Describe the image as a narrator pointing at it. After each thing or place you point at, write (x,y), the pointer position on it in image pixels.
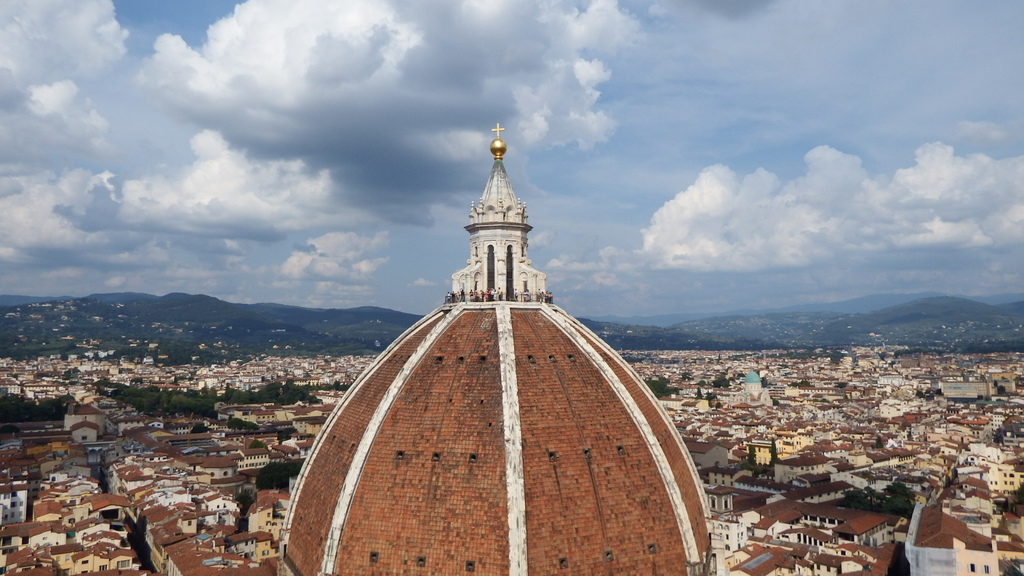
In this image I can see the top of the building (510,426) and few persons (493,290) standing on it. In the background (55,506) I can see few buildings (295,438), few trees (896,502), few mountains (234,334) and the sky (483,153).
